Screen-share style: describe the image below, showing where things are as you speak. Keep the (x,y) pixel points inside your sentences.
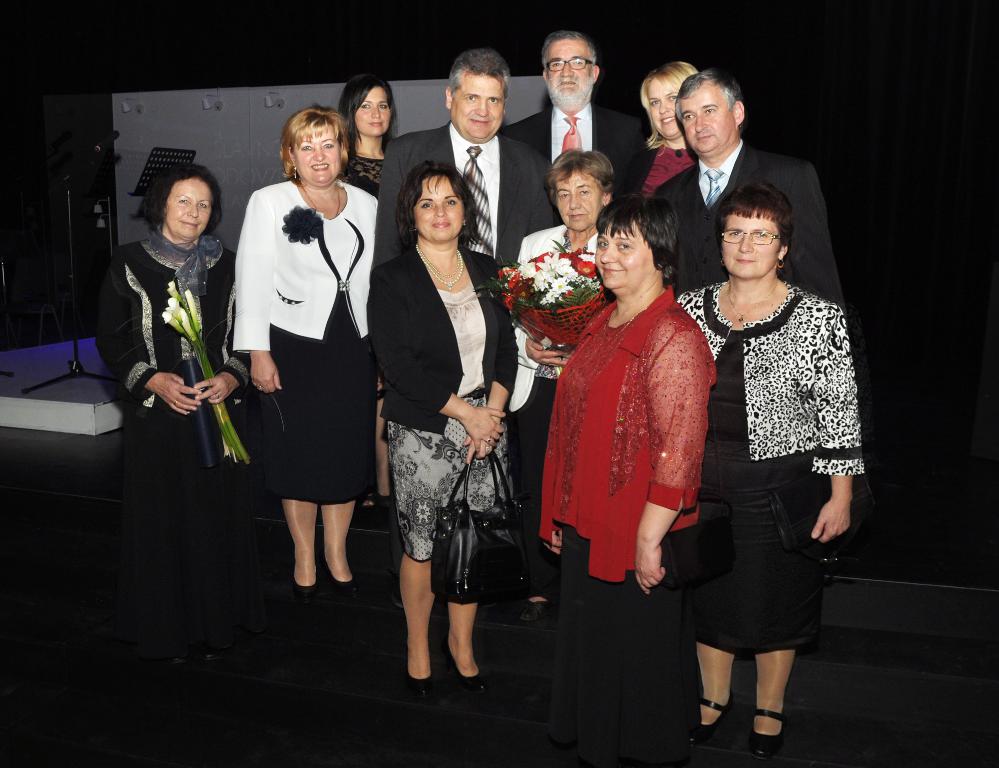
In this image we can see few people (620,299) standing on the steps (448,684). Some are holding bags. One lady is holding a flower bouquet (538,321). Another lady (148,317) is holding flowers (191,337). In the back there are book stands (94,189). In the background (281,85) it is dark. And two are wearing specs (735,233).
